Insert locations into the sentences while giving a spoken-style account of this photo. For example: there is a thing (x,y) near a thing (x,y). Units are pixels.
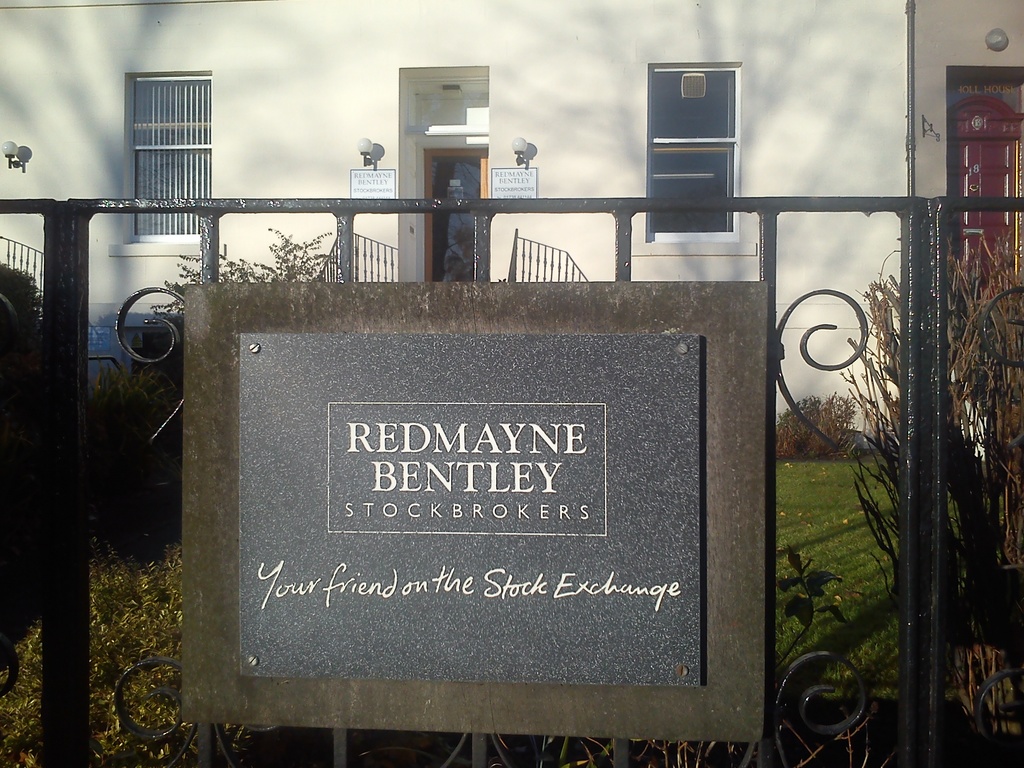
In this image in the front (487,476) there is a board (541,491) with some text (496,464) written on it. Behind the board (477,398) there is black colour fence (926,394) and there's grass (824,519) on the ground (831,516) and in the background (381,149) there is a building (467,138) which is white in colour and there are windows (177,157) on the building (737,192) and there is a door (979,174). On the right side (1003,430) in the front (982,458) there is a plant (973,504).
